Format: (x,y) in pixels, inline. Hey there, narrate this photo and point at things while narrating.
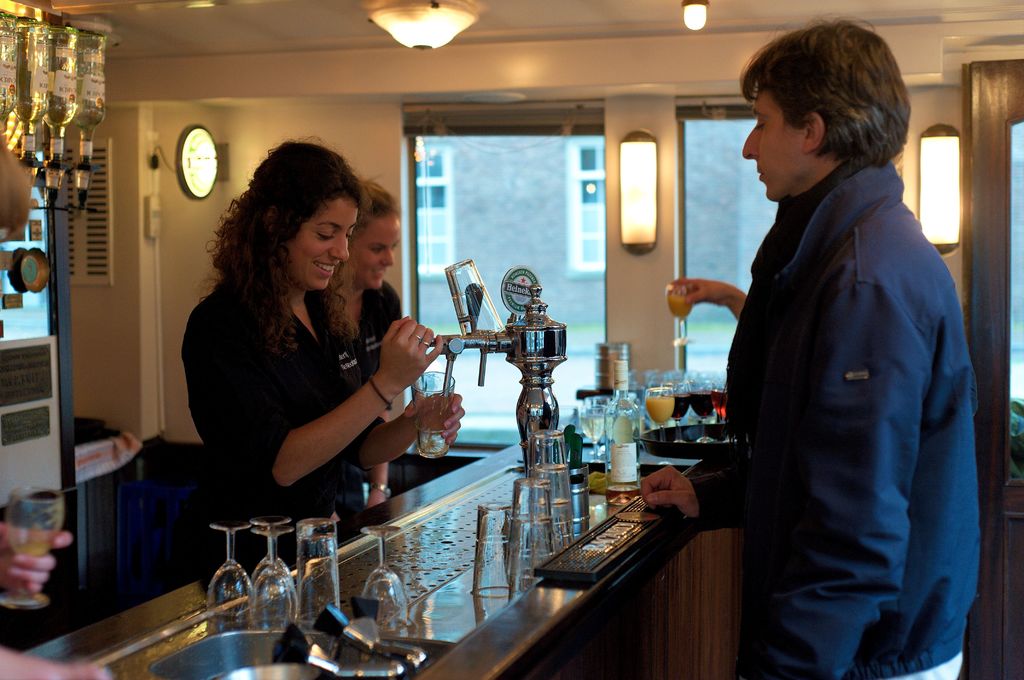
In this picture we can see some people (320,202) are standing. In front of them we can see glasses (558,503), bottles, machine (544,411) and some objects (200,659). In the background (412,208) we can see the wall (348,108), ceiling (789,4), lights (933,208) and windows (496,173).
